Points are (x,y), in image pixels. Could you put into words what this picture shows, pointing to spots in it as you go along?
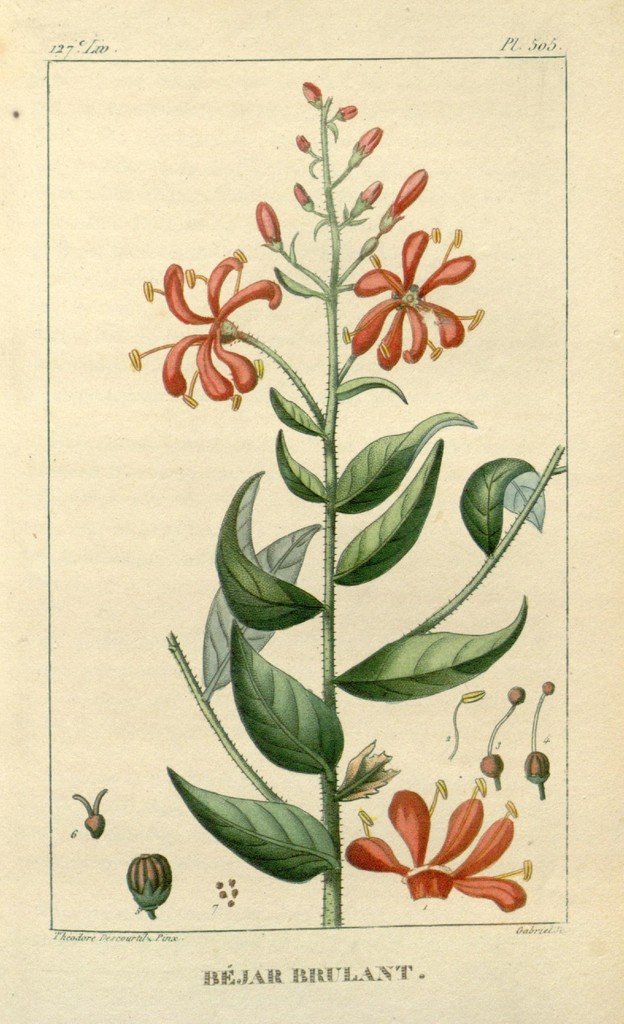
In the image we can see the paper (214,170). In the paper (214,473), we can see the painting (312,490) of the flower plant (299,568) and we can even see the text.
